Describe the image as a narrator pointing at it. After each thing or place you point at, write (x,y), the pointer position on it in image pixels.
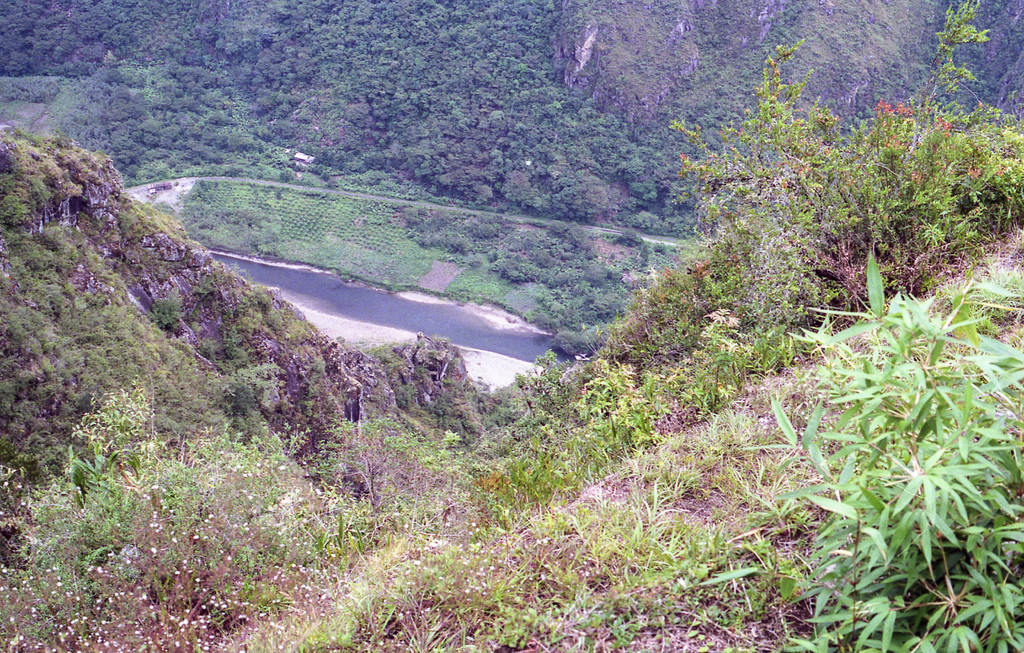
On the left side (112,308), there are trees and plants (135,365) on a mountain (272,346). On the right side (793,317), there are trees (767,255), plants (674,254) and grass (646,466) on a mountain (560,501). In the background (594,299), there are trees (581,306), plants (207,199) and mountains (290,42).
